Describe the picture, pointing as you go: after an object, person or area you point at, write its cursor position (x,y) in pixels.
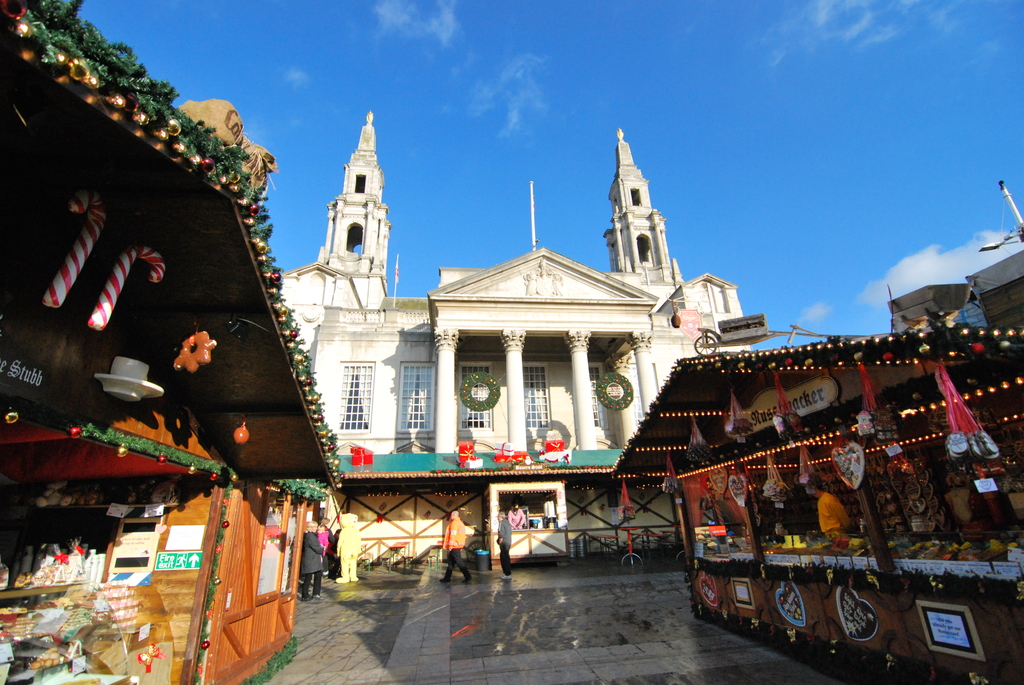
In this image there is the sky (732,95) towards the top of the image (698,62), there are clouds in the sky (552,50), there is a building (559,378), there are pillars (513,374), there are windows (531,383), there is a man (461,554) walking, there are persons (503,538) standing, there is a stall (736,521) towards the right of the image (766,441), there is a stall (188,574) towards the left of the image (169,466), there is an object (1001,307) towards the right of the image (1018,310), there are boards (187,553), there are curtains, there is a pole (534,199), there is text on the boards (177,565), there is ground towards the bottom of the image (392,615).
